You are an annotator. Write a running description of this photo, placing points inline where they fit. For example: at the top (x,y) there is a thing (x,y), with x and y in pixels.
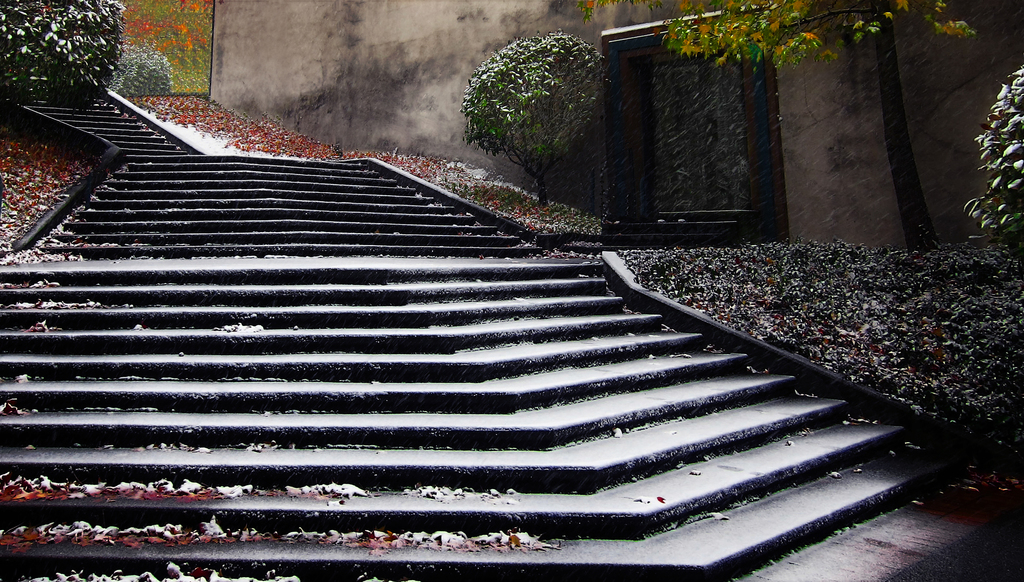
In the image there are stairs (193,233) and around the stairs (179,193) there are plants (19,28) and on the right side (828,139) there is a wall (859,203).
